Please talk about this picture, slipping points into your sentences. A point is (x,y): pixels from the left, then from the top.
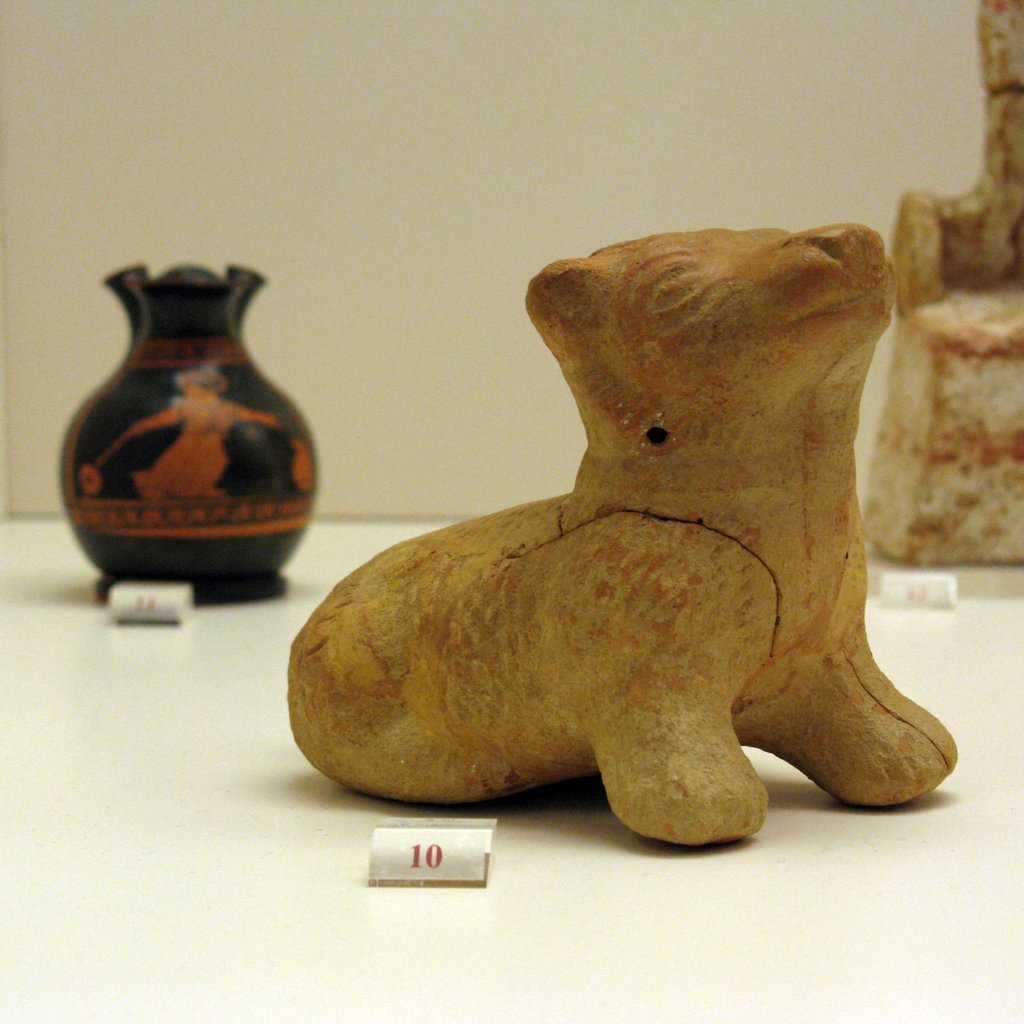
In this image we can see some decors (467,576) placed on the surface (323,965). We can also see some numbers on a piece of paper (462,856) which are placed beside them. On the backside (473,271) we can see a wall (487,288).
